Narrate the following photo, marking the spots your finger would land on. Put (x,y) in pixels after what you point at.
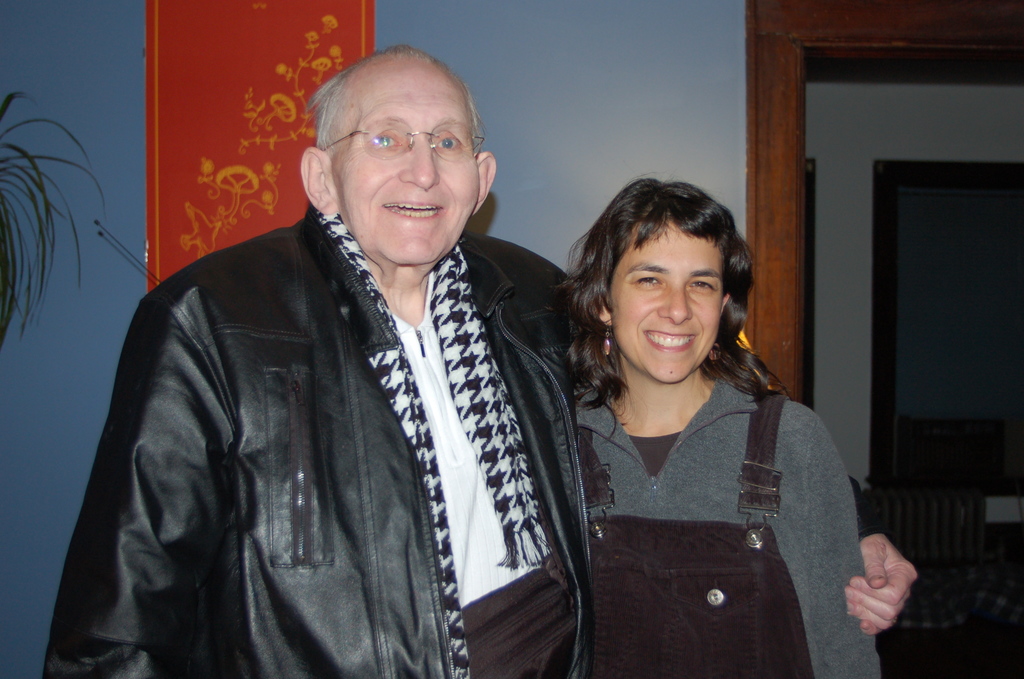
In the center of the image (491,272) there is a man (503,477) wearing a jacket (575,526) and there is a woman (624,309). In the background of the image (636,82) there is a wall (639,49). There is a poster (309,21). To the right side of the image (773,199) there is a door (769,296). To the left side of the image (12,194) there are leaves (12,194) of a plant (41,214).
